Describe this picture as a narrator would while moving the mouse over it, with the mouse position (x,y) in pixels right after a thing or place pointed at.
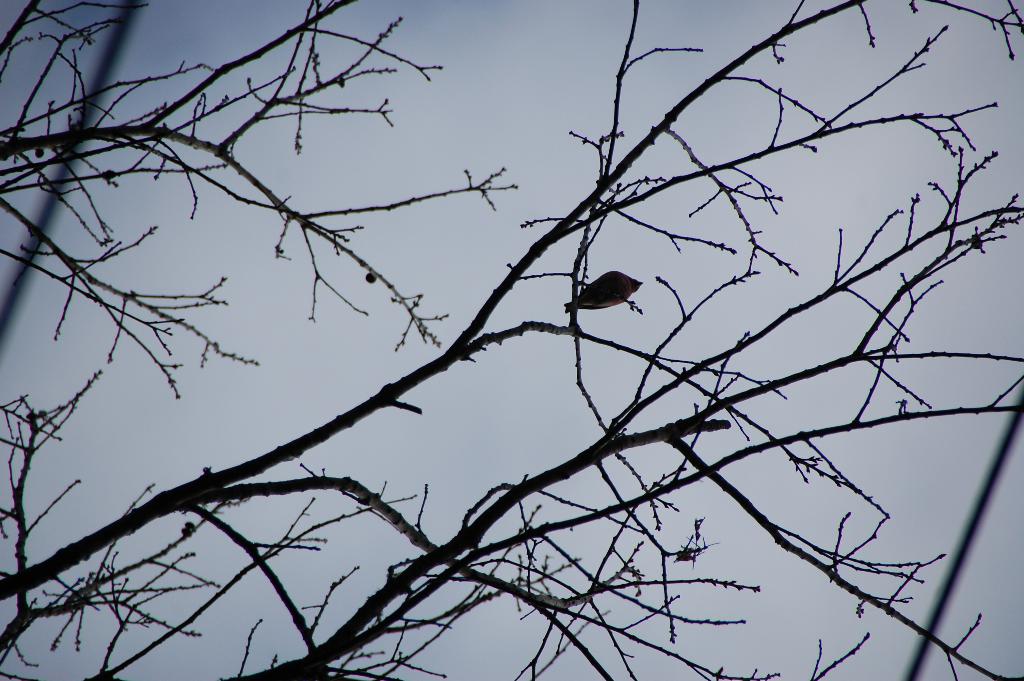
In this image there is a dry tree (485,552), there is a bird (602,307) sitting on the tree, there is sky (455,102).
